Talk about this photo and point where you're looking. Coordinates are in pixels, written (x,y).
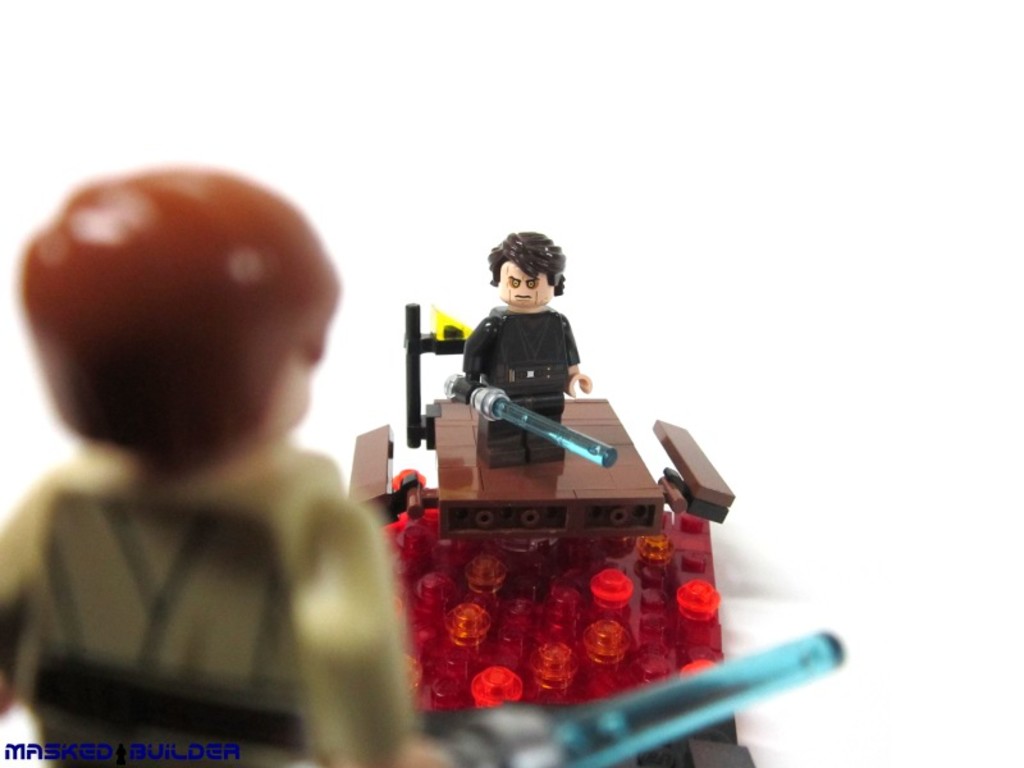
In this picture we can see the toy (480,378) who is standing on the board (523,498) and red blocks (574,578). At the bottom (274,711) we can see another toy (276,446) who is holding this stick (510,744). In the bottom left corner (12,756) there is a watermark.
